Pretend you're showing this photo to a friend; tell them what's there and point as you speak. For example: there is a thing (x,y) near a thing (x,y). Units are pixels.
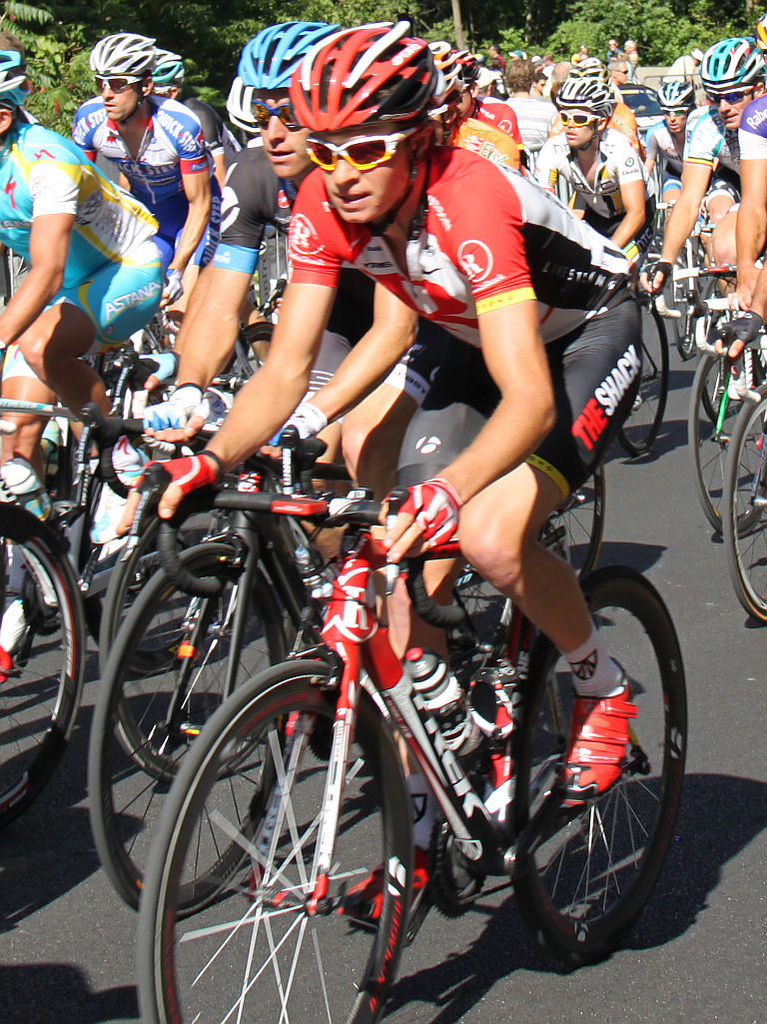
In this image we can see a group of people (193,324) wearing the helmets (378,105) riding bicycles (400,835) on the road (297,936). On the backside (576,14) we can see a group of trees (586,14).
